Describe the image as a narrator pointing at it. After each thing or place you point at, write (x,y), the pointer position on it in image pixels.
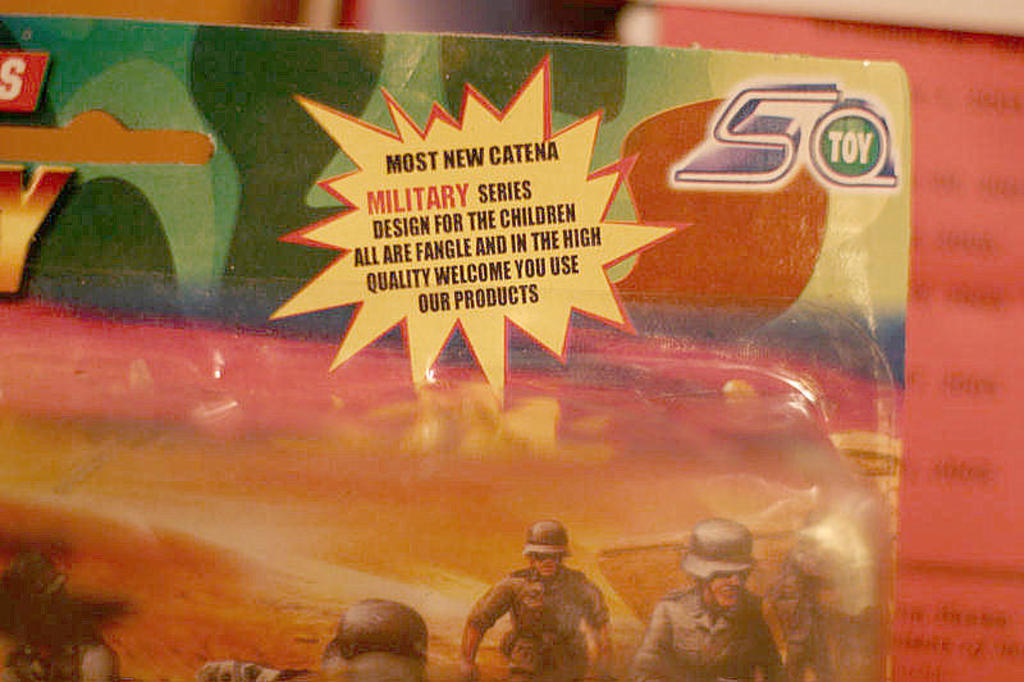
In this image, we can see a poster (511,550), on the poster (636,564), we can see some pictures (707,586) and text (551,260) written on it. On the right side (1003,319), we can see a book (998,273) with some text (988,293) written on it.
